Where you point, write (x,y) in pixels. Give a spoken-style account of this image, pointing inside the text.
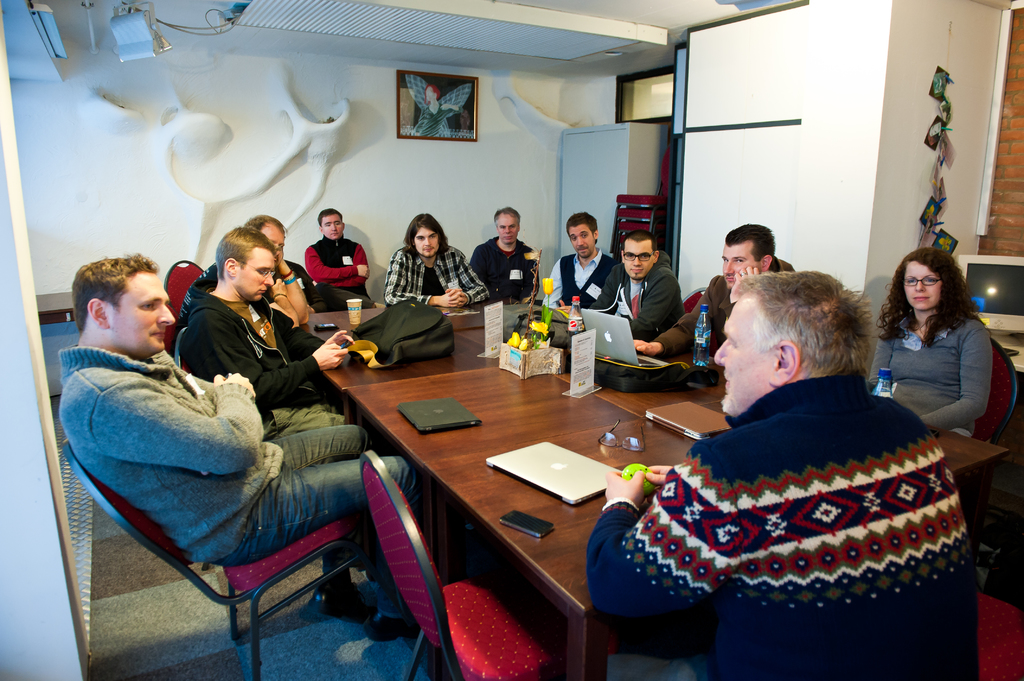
This is the picture where we have a group of people (167,303) sitting around table (417,439) on which there are laptops (644,358), backpacks (557,331) and some phones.
